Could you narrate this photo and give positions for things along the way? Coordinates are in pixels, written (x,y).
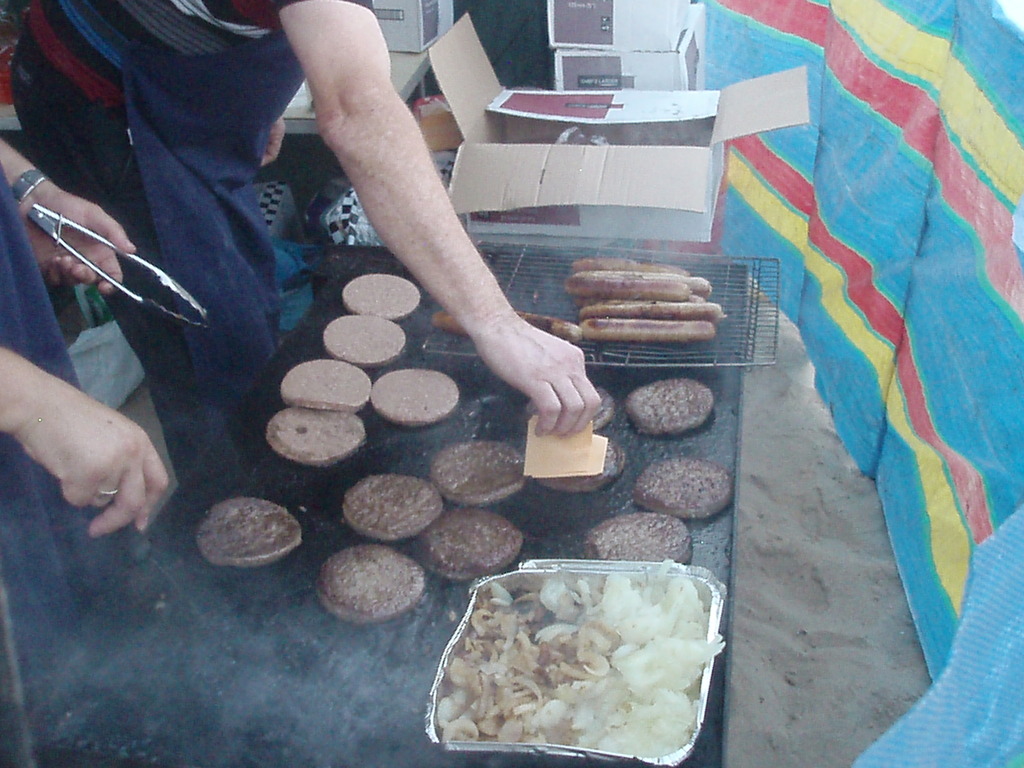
This image consists of two persons (97,492) cooking hot dogs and burger patties (614,535). At the bottom (842,654), there is sand (833,590). On the right (877,175), we can see a cloth (943,139) in blue color. In the background (583,99), there are boxes (685,131).
